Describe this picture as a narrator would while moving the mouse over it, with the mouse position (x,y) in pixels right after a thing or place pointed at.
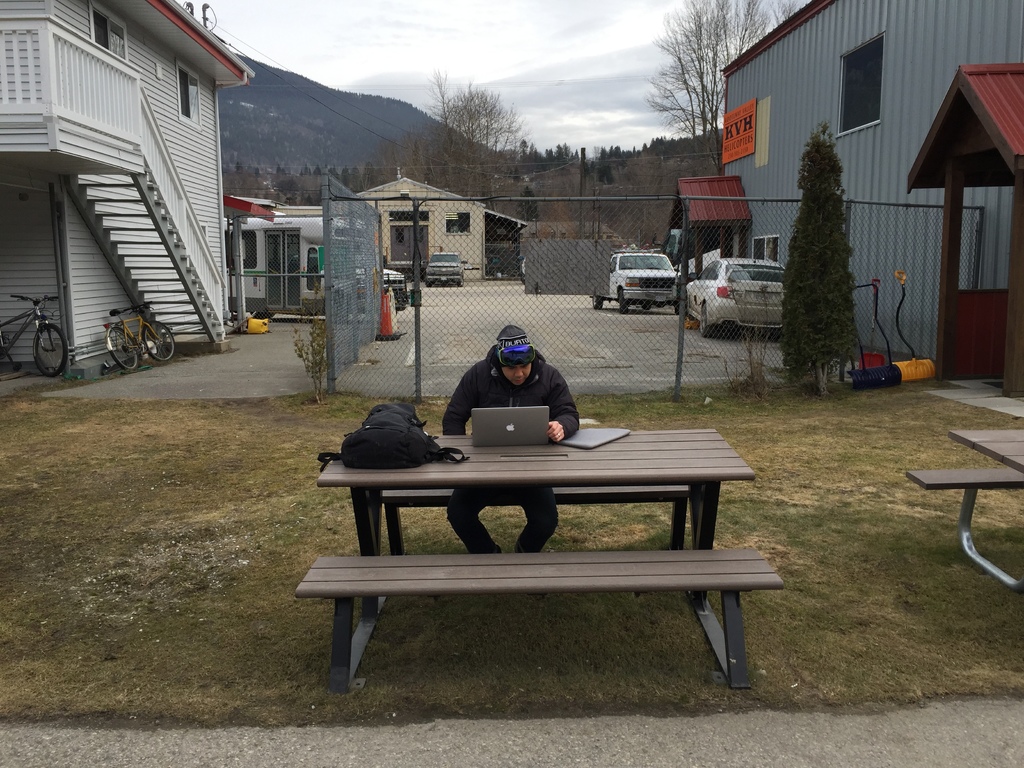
This is the picture of the outside of the house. In the center (494,361) we have a person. His sitting in a bench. His looking at his laptop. We can see the background (520,205) there is a trees (492,189), sky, mountain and vehicles (705,321).
